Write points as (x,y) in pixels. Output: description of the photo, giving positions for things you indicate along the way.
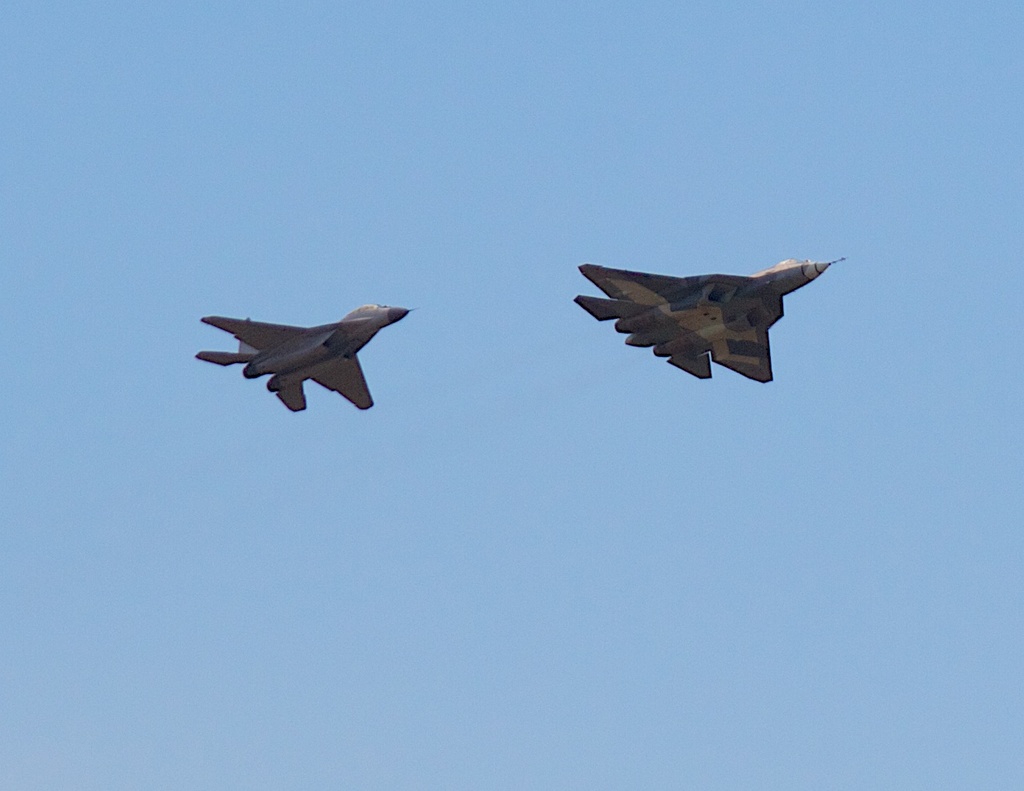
In this image we can see there are jets (265,337). In the background (814,463) we can see the sky (750,215).
